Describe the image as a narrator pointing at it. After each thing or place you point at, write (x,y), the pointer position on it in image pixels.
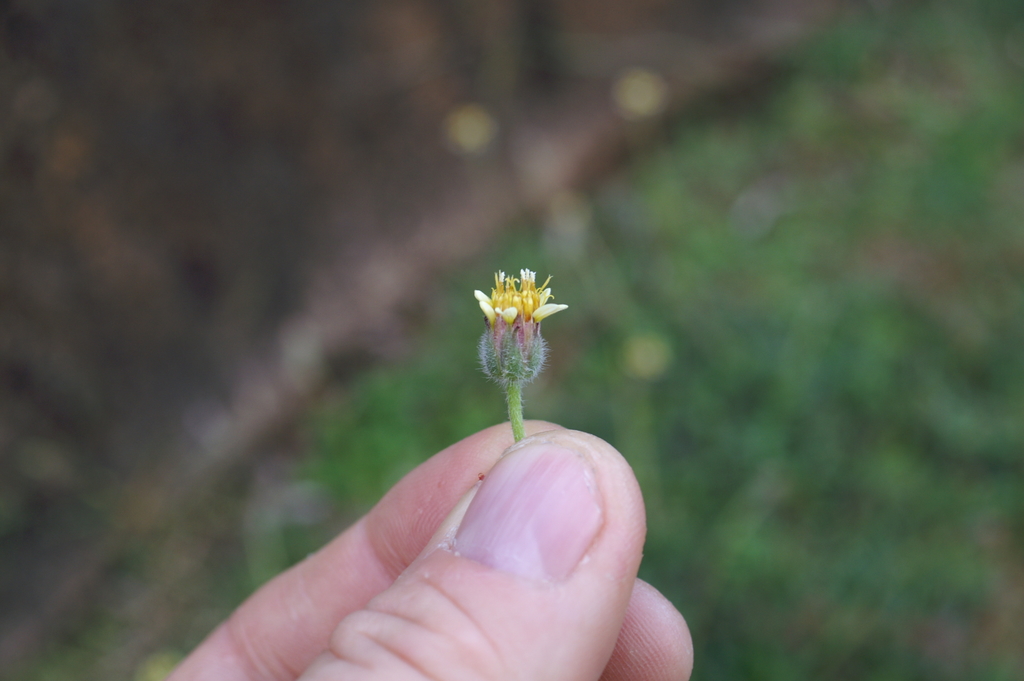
We can see a person's fingers (524,535) and is holding a flower (526,358). In the background (740,279) it is green and is blurred.
